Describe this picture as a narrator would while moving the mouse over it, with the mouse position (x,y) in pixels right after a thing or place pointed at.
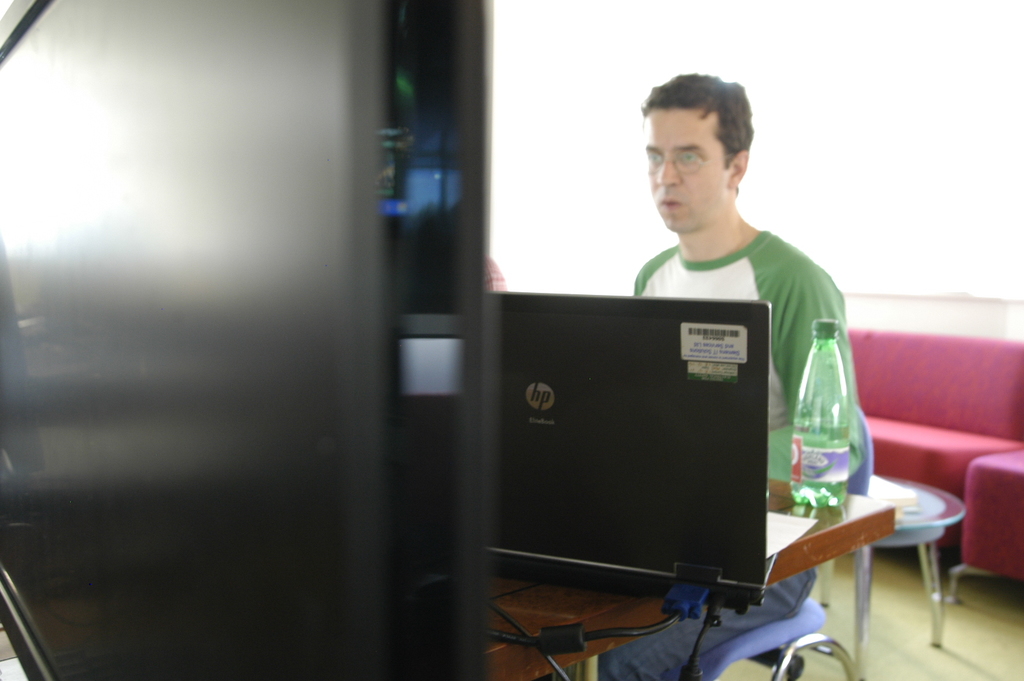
A man (738,99) is sitting in the chair (763,625) and looking past the laptop (578,355).
